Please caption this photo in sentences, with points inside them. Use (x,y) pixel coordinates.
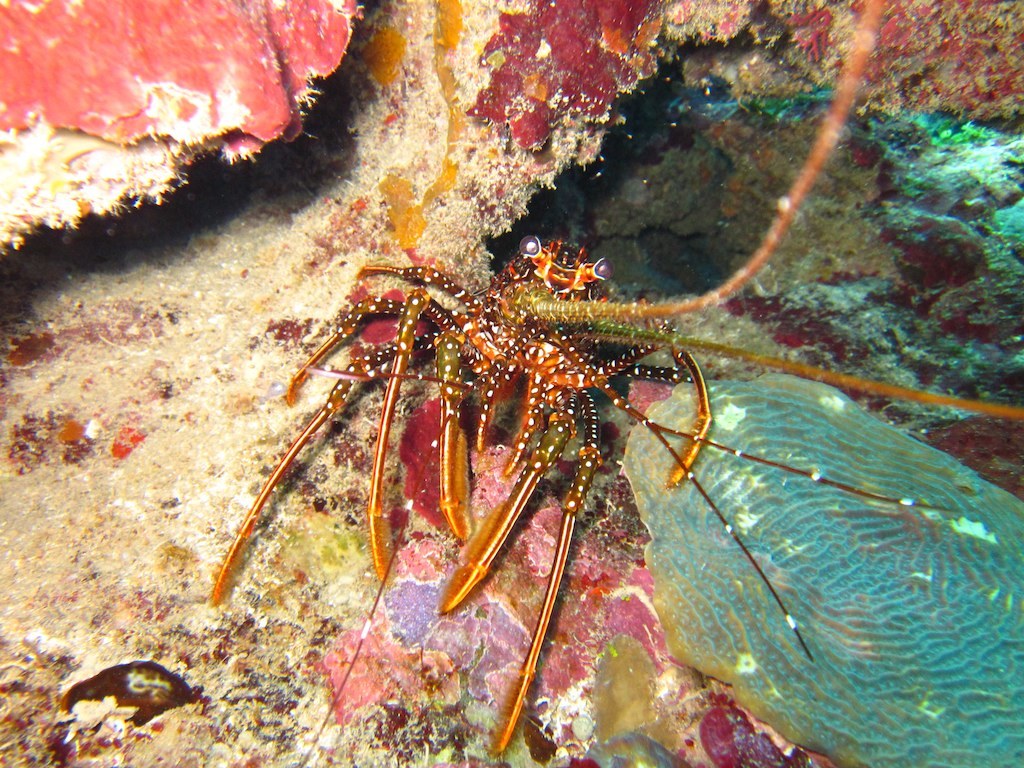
In the middle of this image (543,355), there is a lobster (524,349). In the background (414,452), there is moss (873,189) and other objects (715,246) in the water (532,232).
